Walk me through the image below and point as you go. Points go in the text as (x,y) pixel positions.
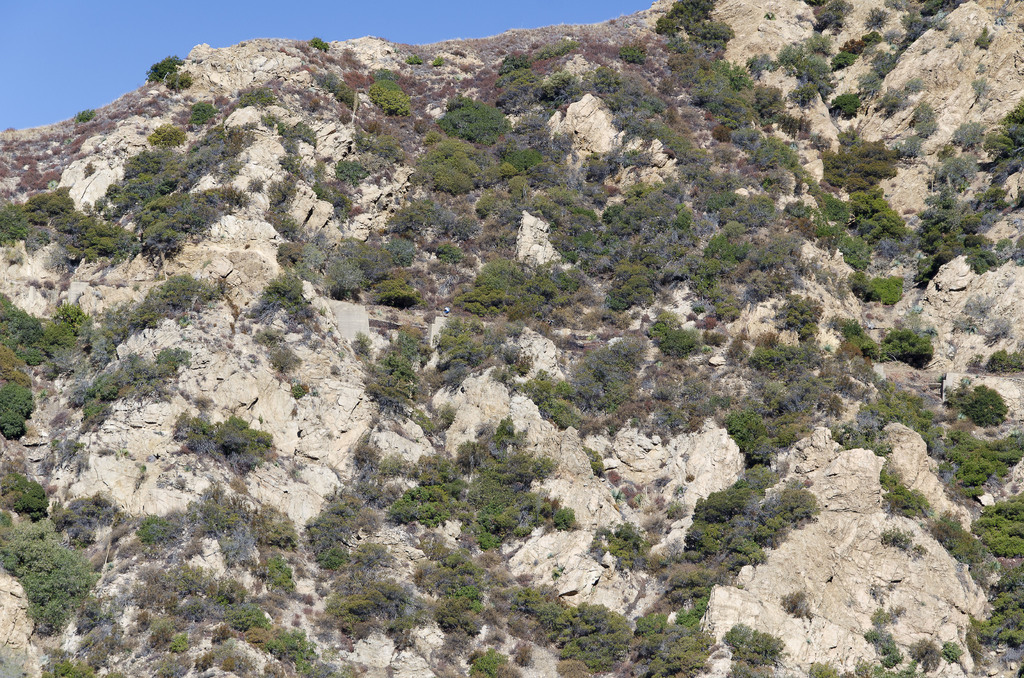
This picture is clicked outside the city and we can see the plants (453,229) and the rock (475,421). In the background (130,40) there is a sky (176,47).
